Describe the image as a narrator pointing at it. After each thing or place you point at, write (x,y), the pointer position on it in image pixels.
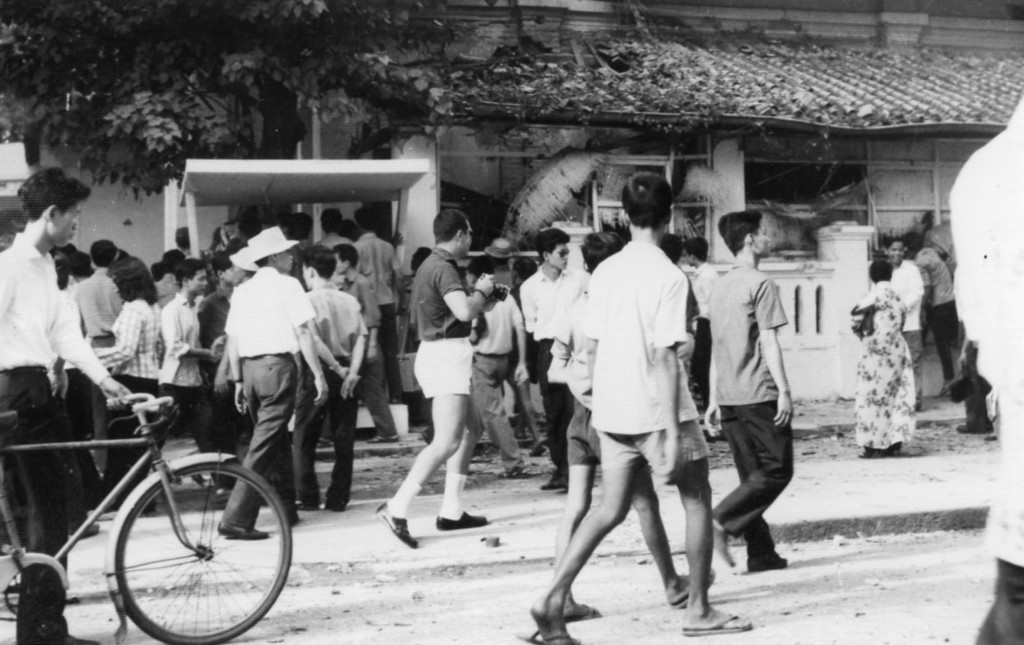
In this image, at the left side (57,629) there is a man (18,479) standing and he is holding a bicycle (171,498), there are some people (655,400) walking and at the left side (234,25) there is a tree (89,53).
